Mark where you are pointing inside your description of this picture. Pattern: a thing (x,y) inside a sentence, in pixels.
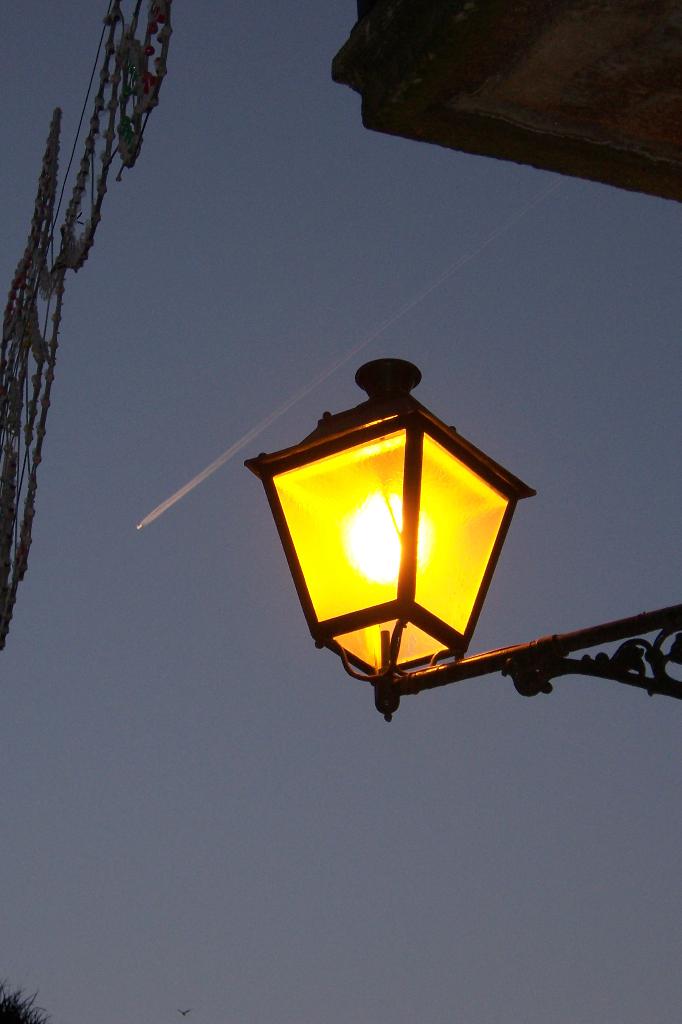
In this image there is a light (369,514), there is an object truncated towards the right of the image (494,68), there is an object (583,55) truncated towards the top of the image (152,28), there is an object (32,406) truncated towards the left of the image (21,338), there is an object (3,1023) truncated towards the bottom of the image (15,1008), there is an airplane (139,526), at the background of the image (196,501) there is the sky (461,890).
